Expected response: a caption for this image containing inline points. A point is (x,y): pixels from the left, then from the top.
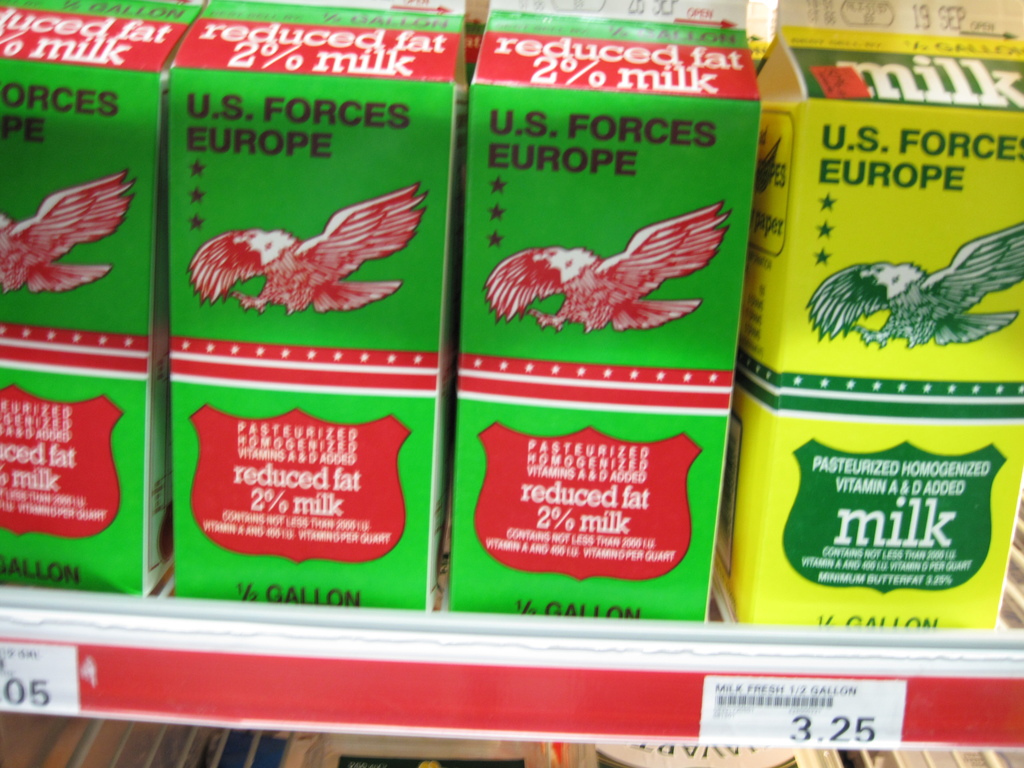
In this image, we can see a shelf (538,666), on the shelf (572,738), we can see some boxes (697,368) on which it is labelled as US FORCES EUROPE.
